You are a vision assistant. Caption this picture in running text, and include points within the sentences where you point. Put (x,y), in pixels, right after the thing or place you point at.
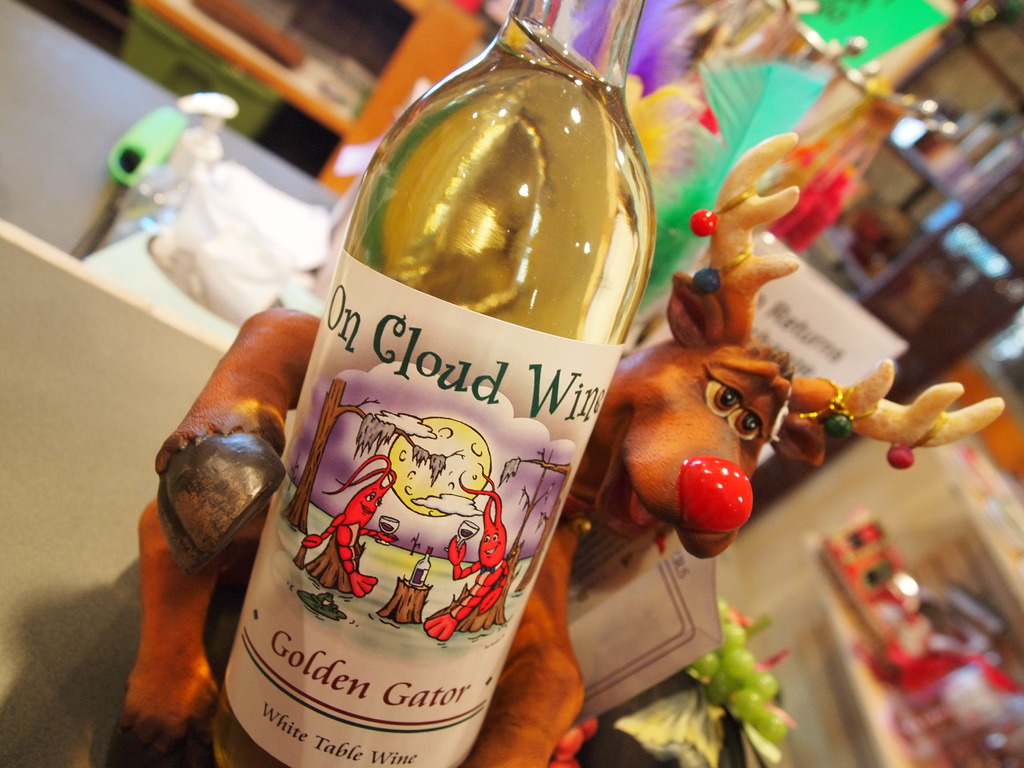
A bottle (507,218) with a label (415,515) is kept on a table (110,611). In the back of the bottle (383,615) there is a toy (644,411). Also in the background (745,657) there are toy grapes (753,692), feathers (722,160), cupboards (927,207).
